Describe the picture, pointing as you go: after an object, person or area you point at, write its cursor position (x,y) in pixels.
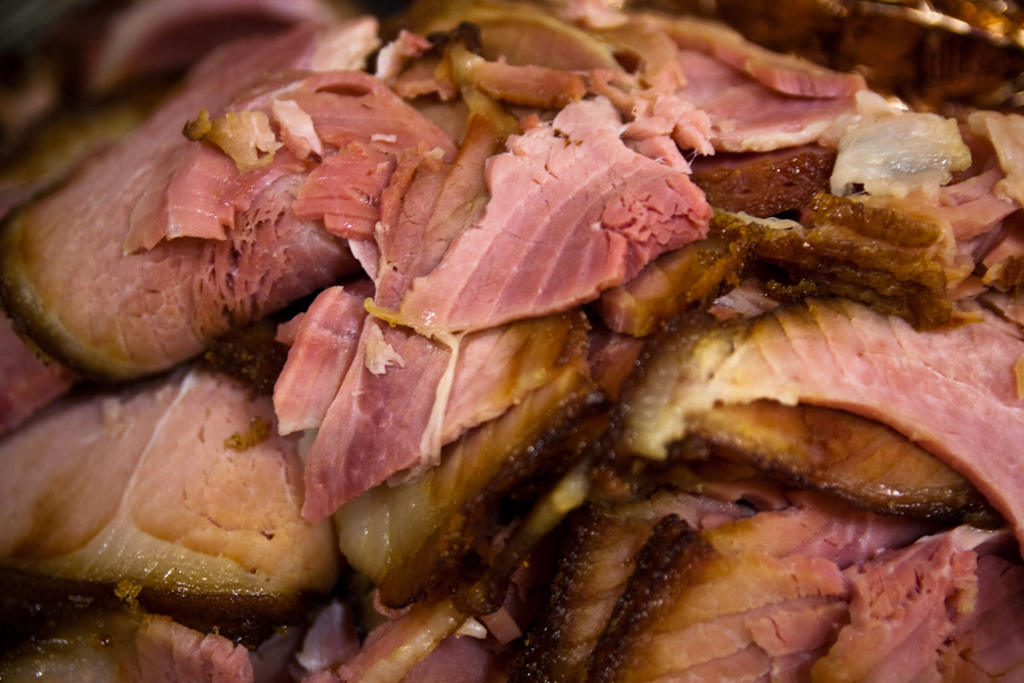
In this image we can see meat (507,301).
